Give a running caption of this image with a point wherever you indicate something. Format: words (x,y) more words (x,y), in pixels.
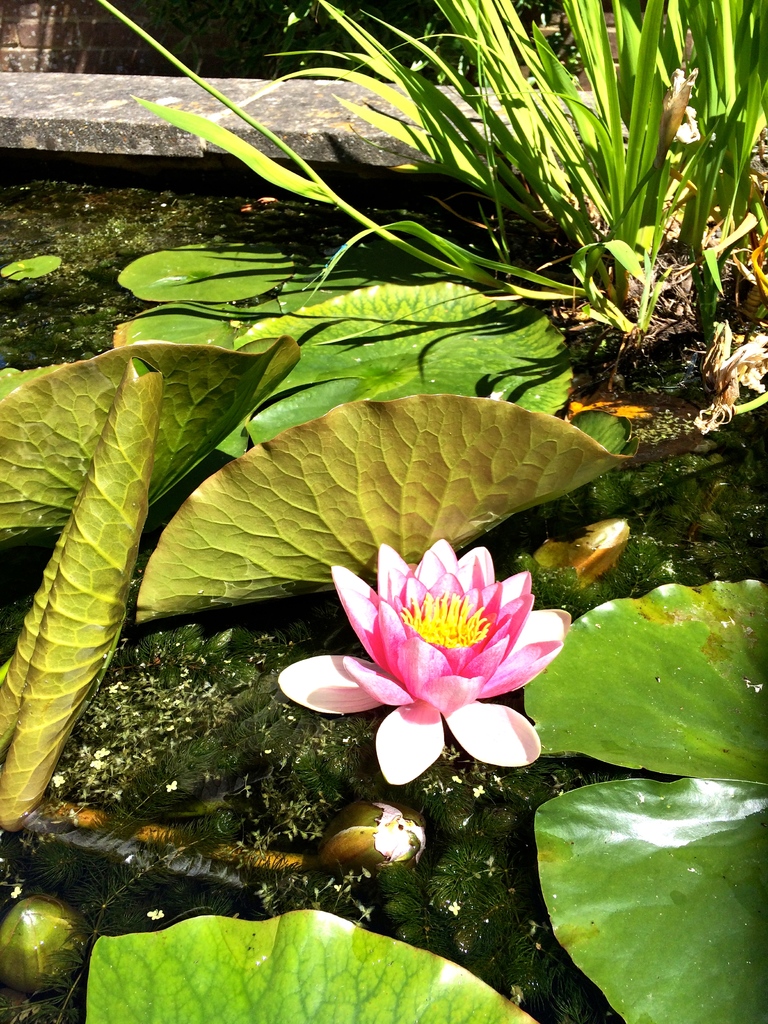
In this picture we can see a lotus flower (517,632), leaves (544,729) on water (717,476) and in the background (755,161) we can see plants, stones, wall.
